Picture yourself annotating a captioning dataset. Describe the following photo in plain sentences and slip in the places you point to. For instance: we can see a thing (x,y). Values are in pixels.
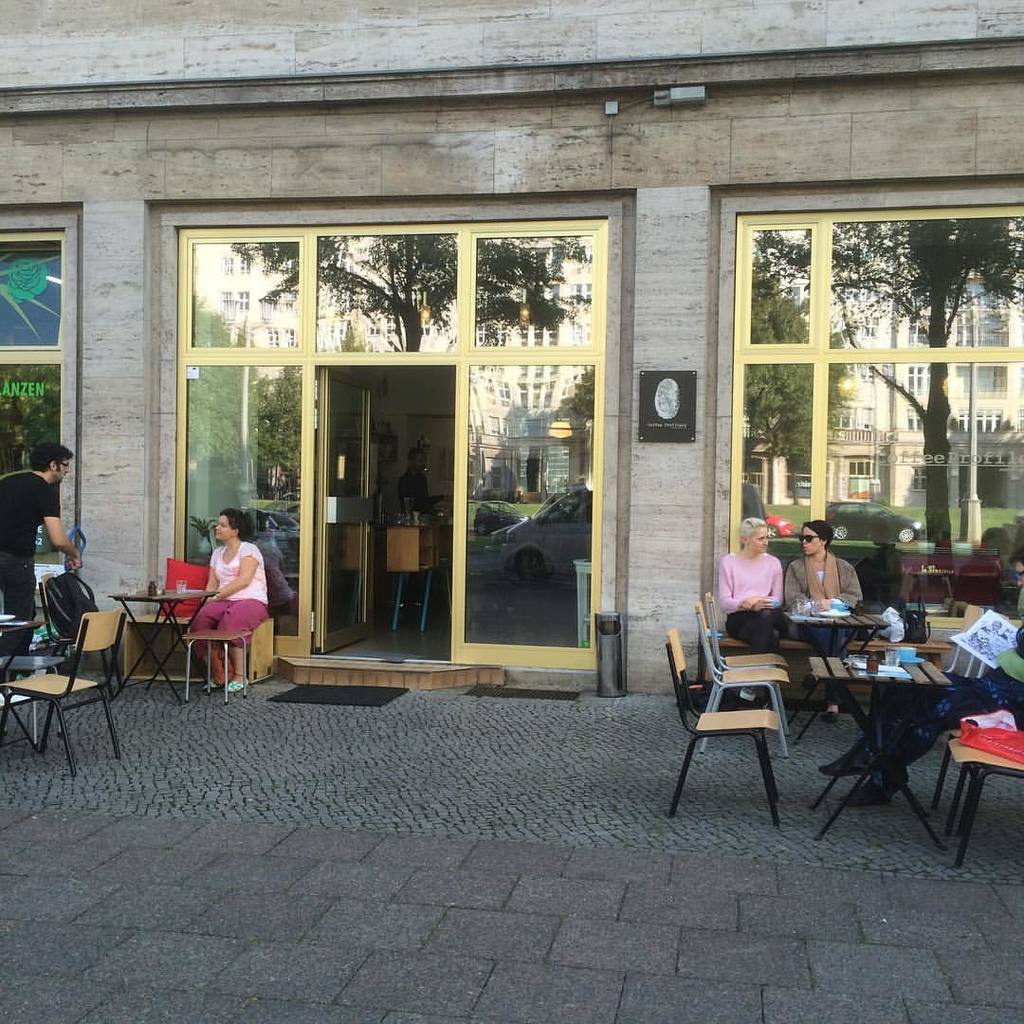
In this image, There is a floor (478,911) in gray color, And there are some chairs (725,723) in yellow color, And there are some people (746,601) sitting on the chairs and in the background (919,420) there are glass (807,411) of windows (922,432) in yellow color and there is a wall (537,168) in cream color.
